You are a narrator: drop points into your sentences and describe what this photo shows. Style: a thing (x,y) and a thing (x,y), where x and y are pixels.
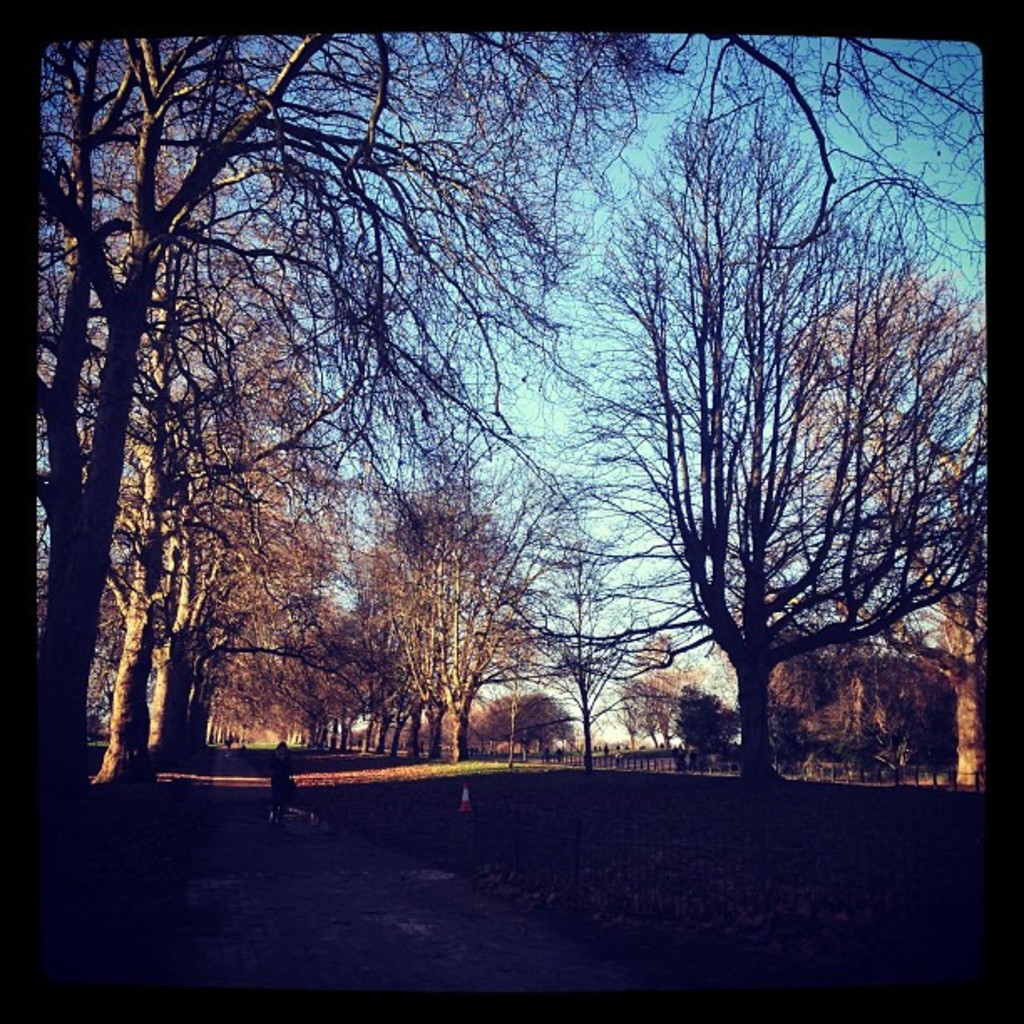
In this image we can see a group of trees (342,725), fence (609,759) and in the background (608,740) we can see the sky (553,434).
